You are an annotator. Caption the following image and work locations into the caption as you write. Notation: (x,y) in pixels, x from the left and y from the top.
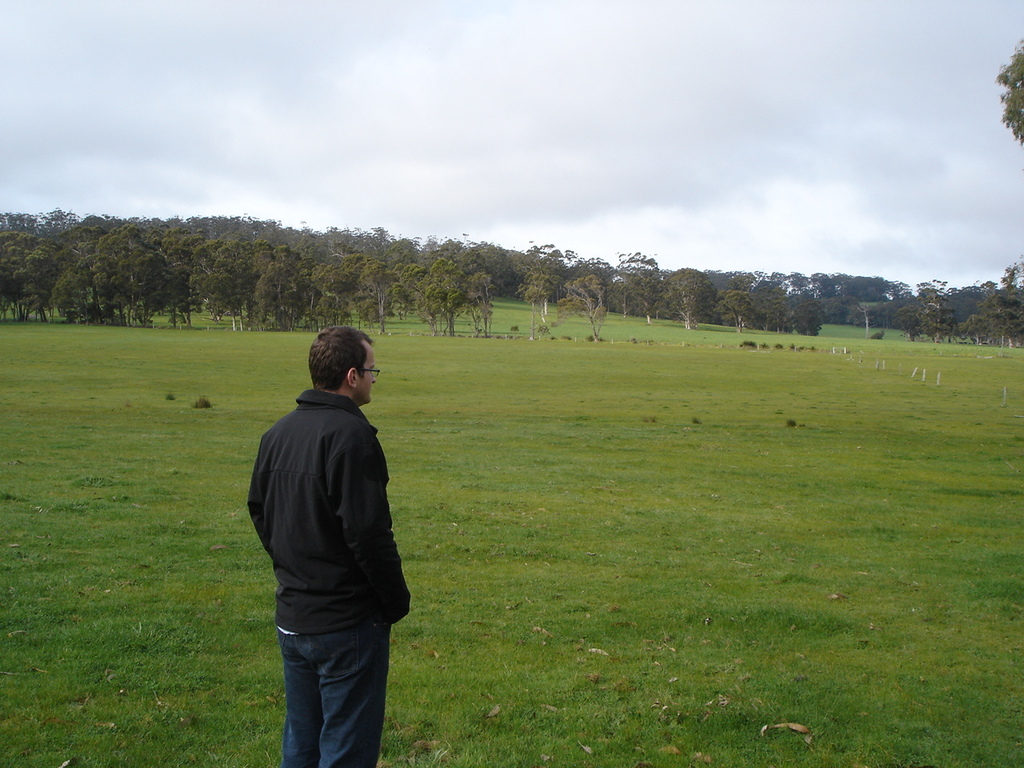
In this picture we can see a person (307,563) standing on the grass (429,550), behind we can see full of grass (222,352) and trees (252,314).
